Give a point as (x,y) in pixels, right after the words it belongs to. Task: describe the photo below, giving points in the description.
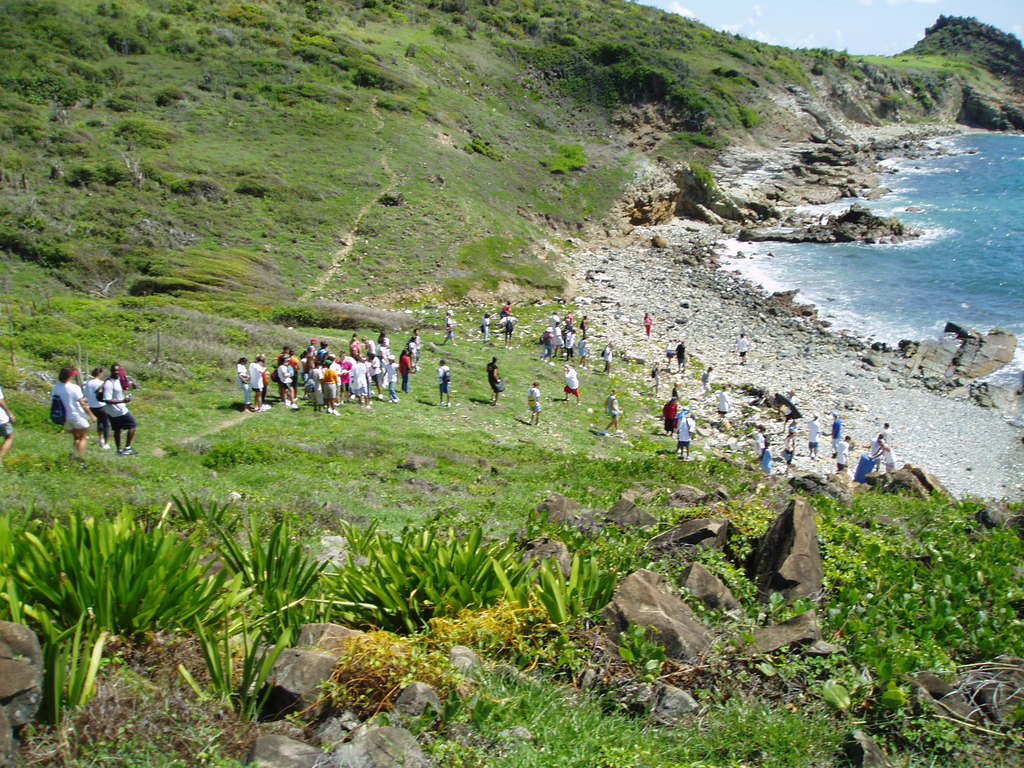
In this image I can see sea (816,248), in front of the sea (830,251) I can see the hill (327,119), on the hill (178,261) I can see grass (342,465) and plants (83,365) and some persons (66,373) standing on the hill (616,461). In the top right (894,14) I can see the sky (830,38).
